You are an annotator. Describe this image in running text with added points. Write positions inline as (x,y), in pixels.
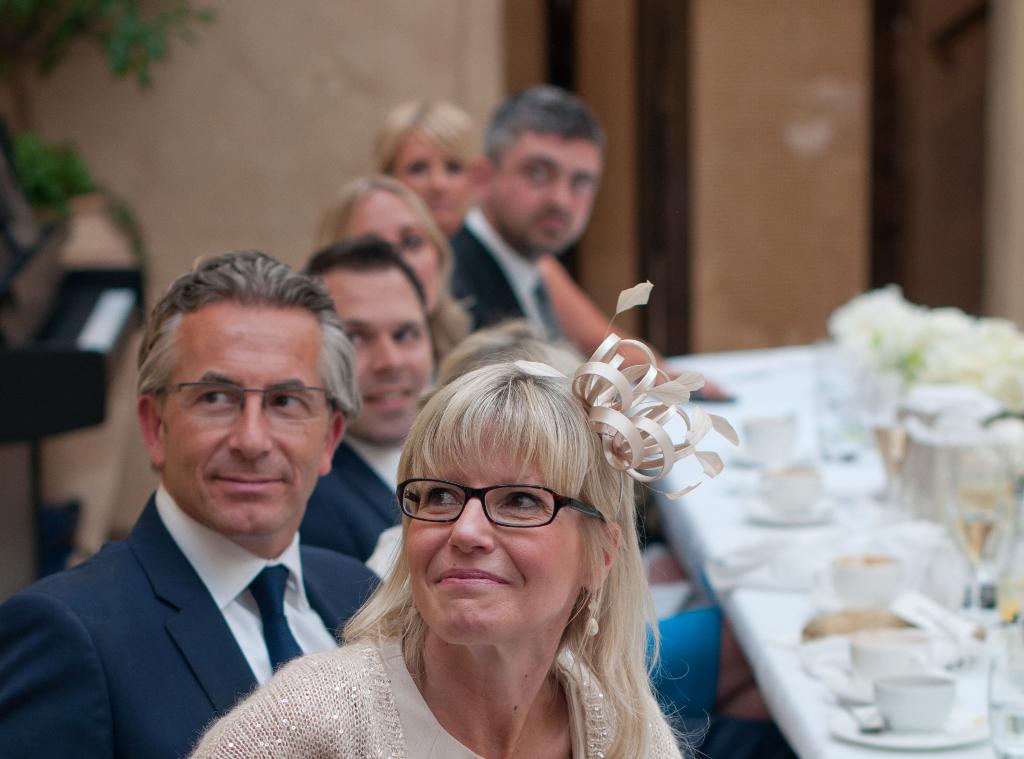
In this image, we can see people (189,385) and some are wearing coats (391,525) and there is a lady (562,439) wearing an artificial band (610,404). In the background (964,502), there are cups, glasses (961,535), flower vases (878,375) and some other objects (813,643) on the table (801,617) and we can see a plant (113,48) and a stand (71,297).
